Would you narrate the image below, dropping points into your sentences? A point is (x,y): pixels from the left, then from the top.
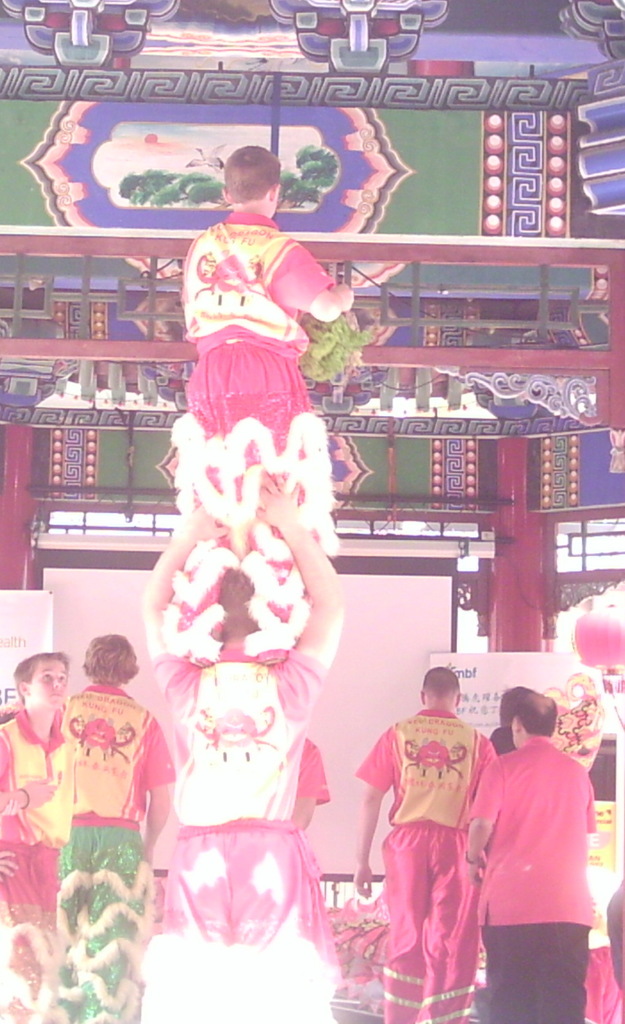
There are some person (260,789) standing as we can see at the bottom of this image (434,726) and there is a wall poster (246,143) as we can see at the top of this image (328,138).
